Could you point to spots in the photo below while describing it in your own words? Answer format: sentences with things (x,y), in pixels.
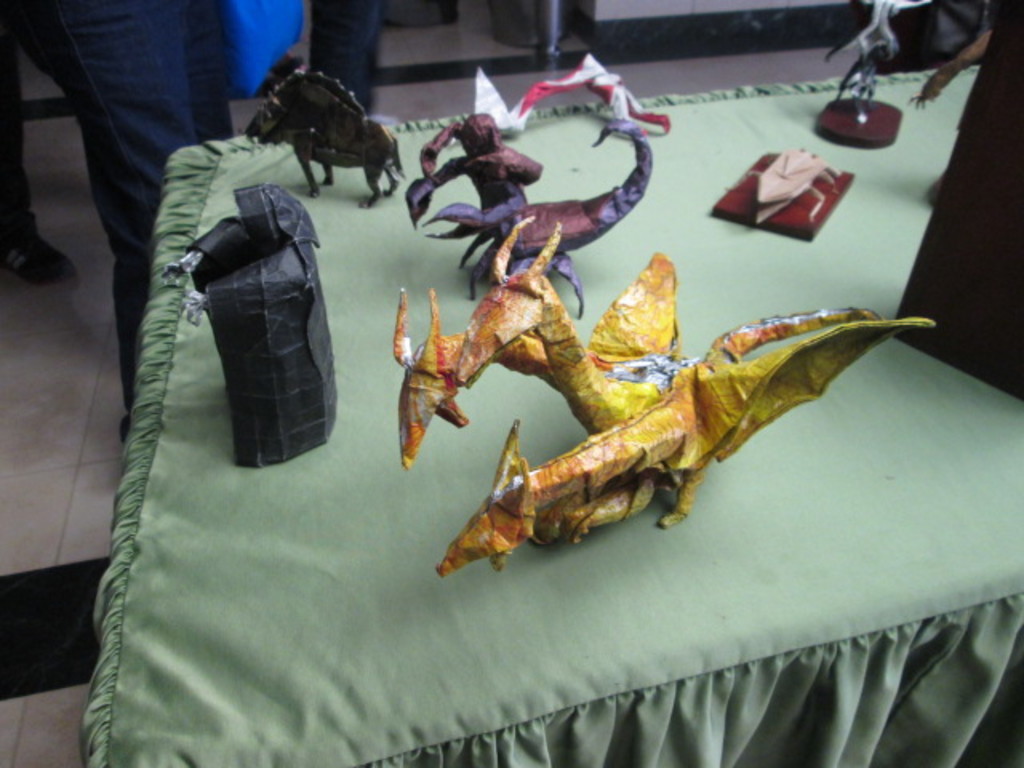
In this image, we can see some cloth (771,438) with objects (804,167). We can also see a black colored object (971,372) on the right (922,293). There are a few partially covered people (181,124). We can see the ground (421,56) with some objects (558,42). We can also see the wall (737,7) at the top (704,5).
